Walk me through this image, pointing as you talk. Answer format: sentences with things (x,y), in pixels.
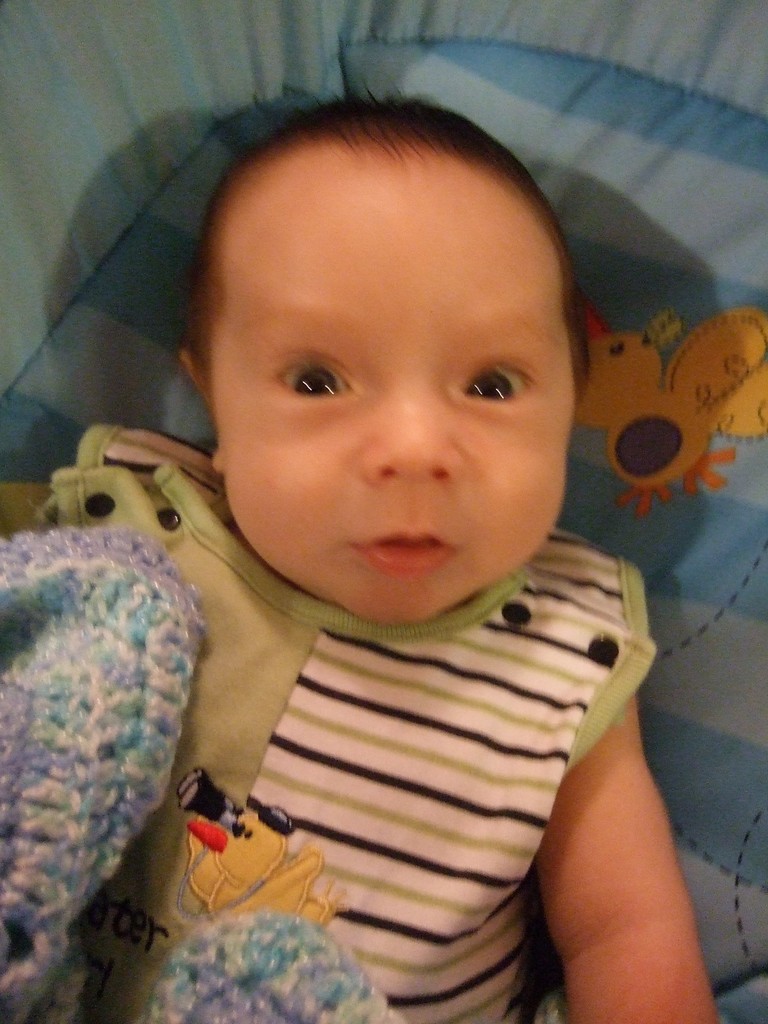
In this image I can see a baby (183,563) wearing a green color t-shirt (615,680) and laying on blue color bed (687,467).
